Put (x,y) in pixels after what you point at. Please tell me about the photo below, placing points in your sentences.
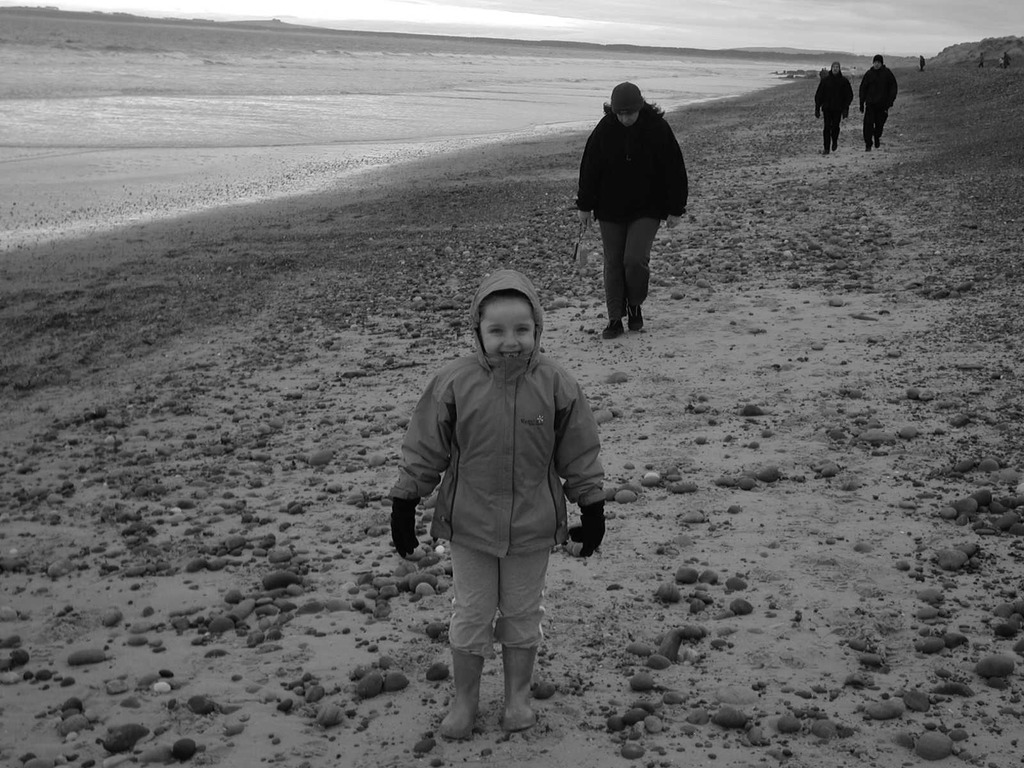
In this image in the center (576,441) there are some persons (631,232) walking, at the bottom (207,631) there is sand (317,486) and some small stones (147,612). And in the background (271,103) there is a beach (174,97) and mountains (548,42), at the top (986,11) there is sky (965,37).
